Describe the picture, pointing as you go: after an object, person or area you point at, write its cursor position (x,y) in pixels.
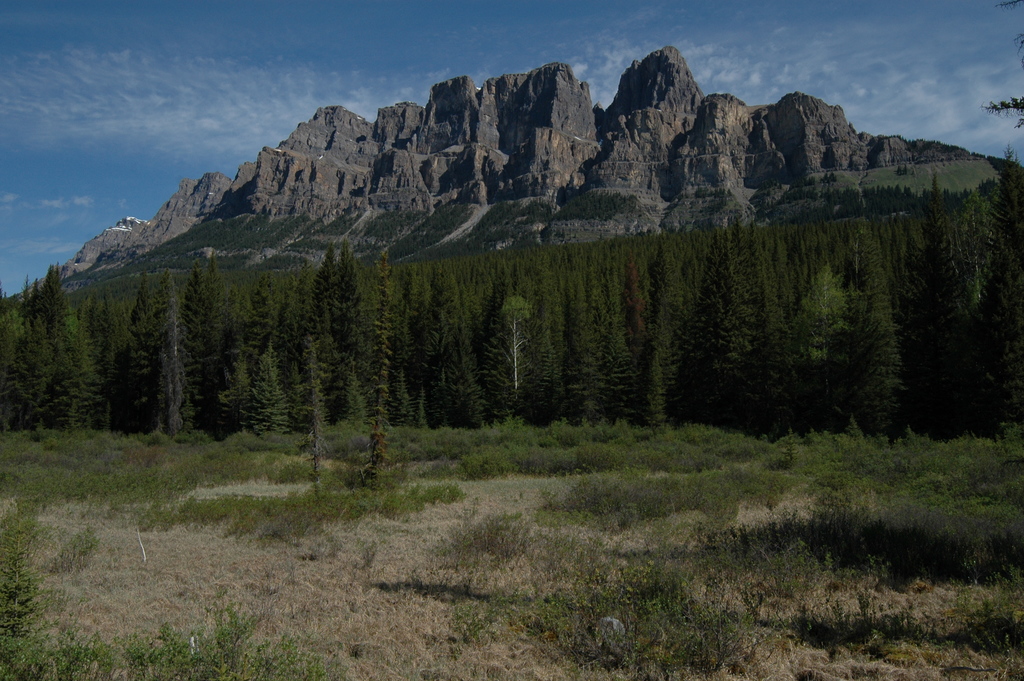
In the image we can see there is ground (414,546) covered with grass (299,615) and there are dry plants (360,630) on the ground (280,456). Behind there are trees (576,347) and there are rock hills (501,170). There is clear sky (227,56) on the top (214,56).
